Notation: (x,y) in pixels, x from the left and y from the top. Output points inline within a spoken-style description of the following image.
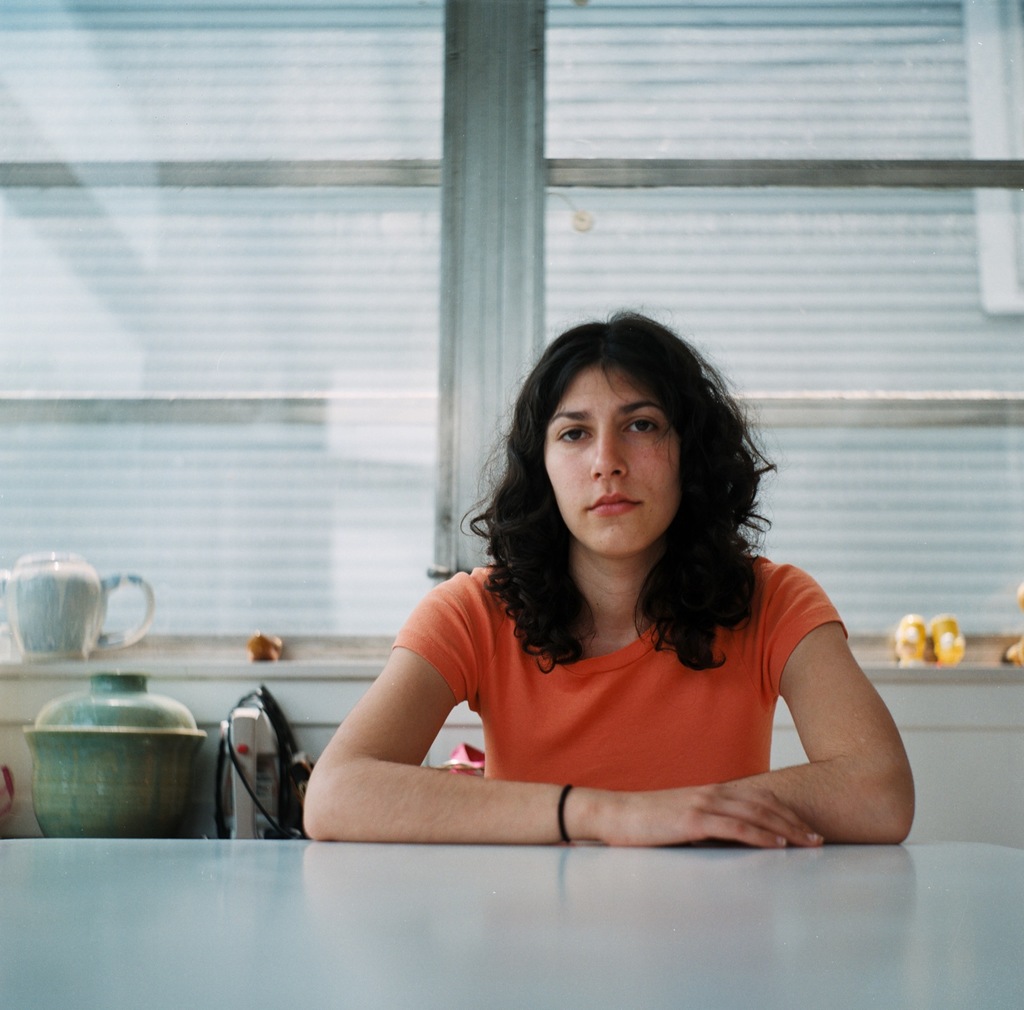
In this image we can see a lady (622,635). There are few objects (159,748) placed on the wall (46,665). There are many objects (60,613) behind the person (629,687).
